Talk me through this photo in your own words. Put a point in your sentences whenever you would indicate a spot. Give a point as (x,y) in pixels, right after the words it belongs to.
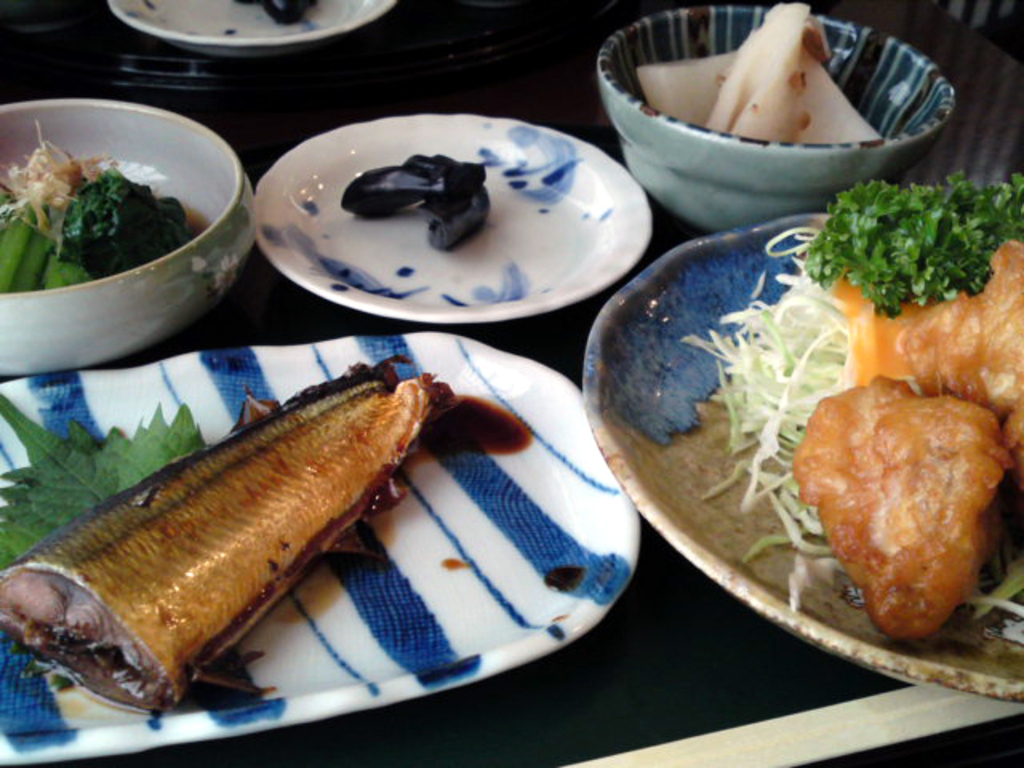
In this image there is a table (634,750), on that table (623,667) there are plates (288,267), in that plates (352,165) there is a food item (855,333).
